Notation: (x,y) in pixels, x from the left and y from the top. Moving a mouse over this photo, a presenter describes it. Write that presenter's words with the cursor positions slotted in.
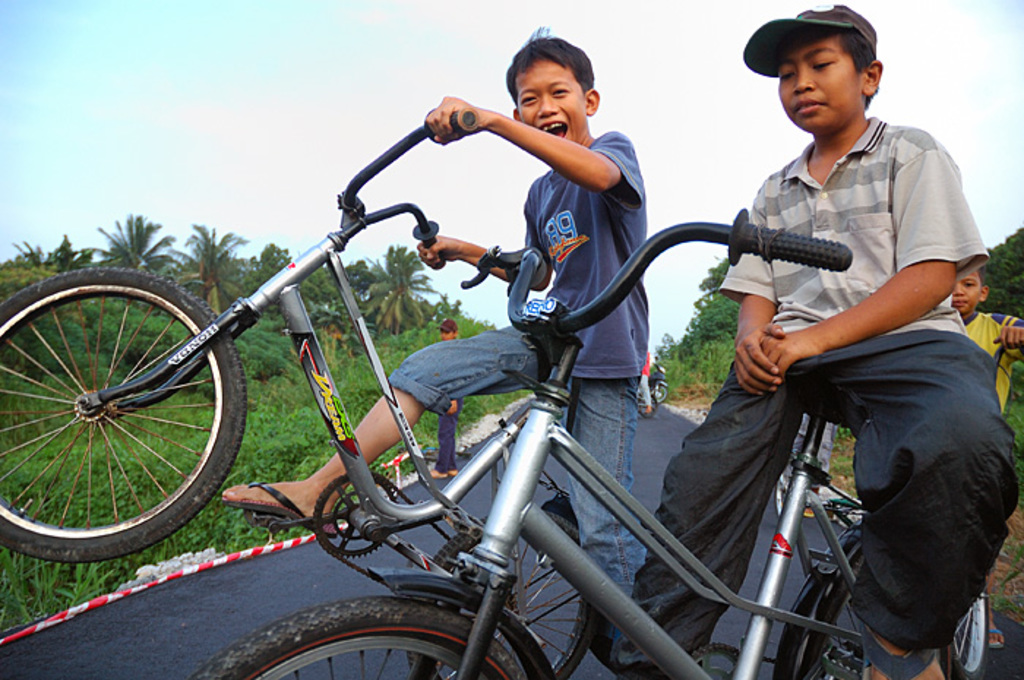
In this image there are two persons (622,310) are on the bicycle (593,315) as we can see in middle of this image (564,329). There is a road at bottom of this image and there are some trees (342,311) at left side of this image (322,298) and right side of this image (704,325) as well and there is a sky (336,79) at top of this image (411,87). There is one another kid (1003,330) at right side of this image (994,348).
